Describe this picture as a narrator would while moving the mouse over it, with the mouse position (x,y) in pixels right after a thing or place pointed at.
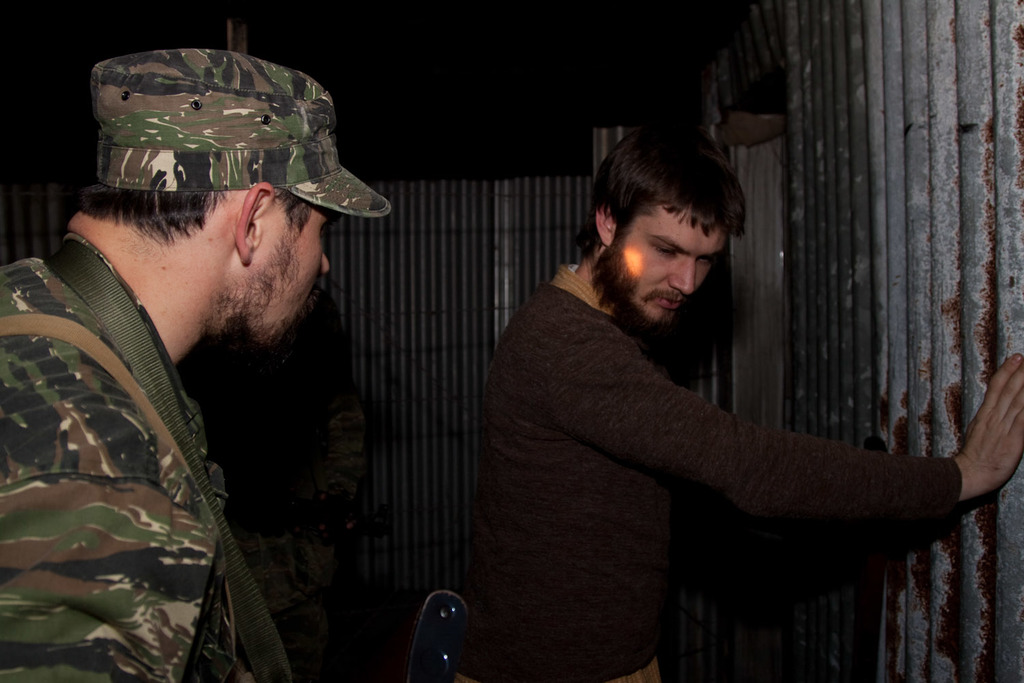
In this picture we can see two men (168,533) standing here, a man (127,560) on the left side (160,271) wore a cap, we can see some sheets (389,218) in the background (579,197).
